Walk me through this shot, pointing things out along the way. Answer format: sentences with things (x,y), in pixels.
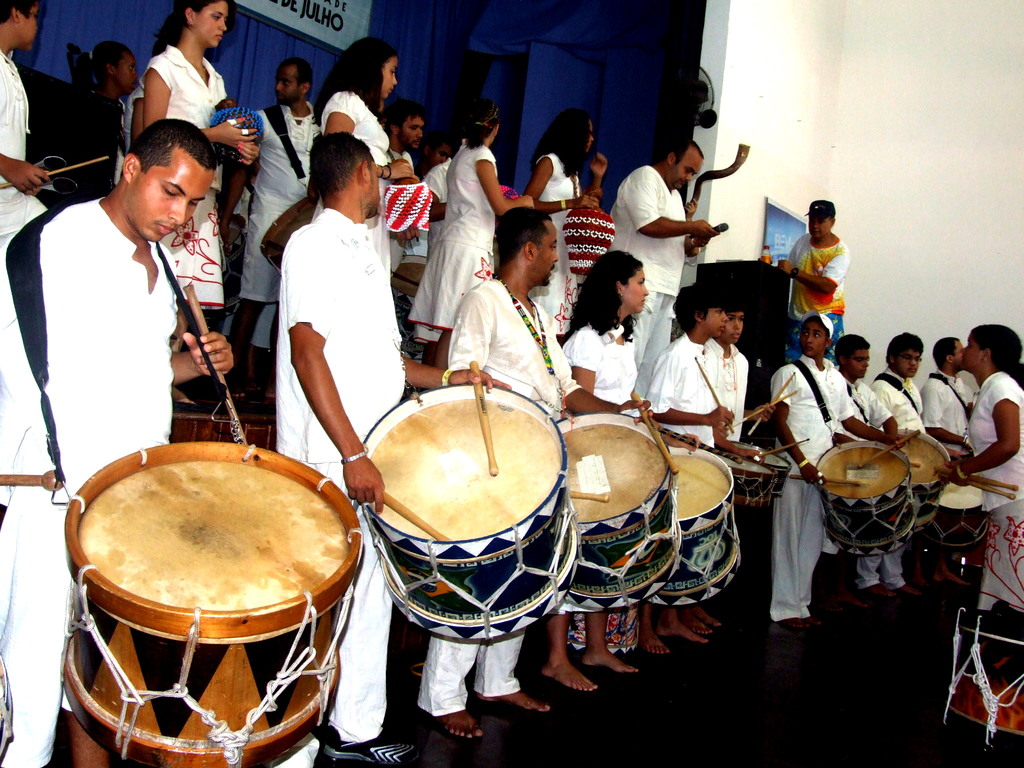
This picture describes about group of people (438,334) they are all standing, and few people (603,388) are playing drums (125,492).
